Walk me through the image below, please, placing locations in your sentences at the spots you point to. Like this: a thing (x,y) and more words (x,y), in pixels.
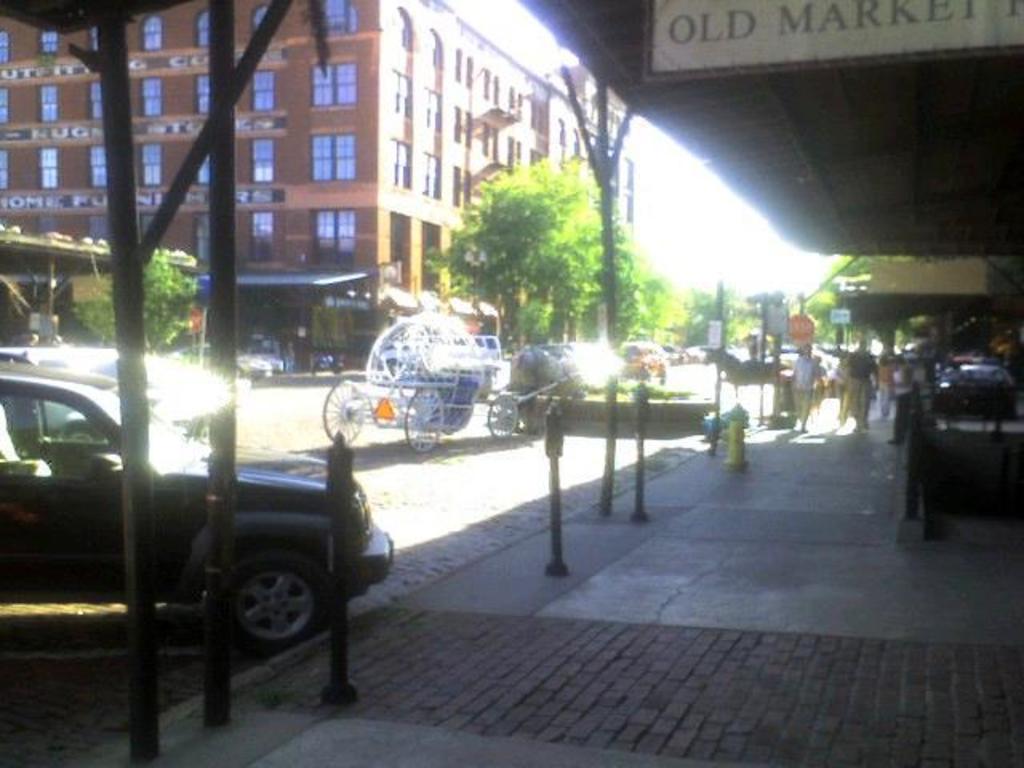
In this picture we can see the group of persons (803,374) walking on the street (793,450). Beside them we can see the poles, sign boards (776,315) and plants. On the left (19,451) there are two cars (71,408) which are park near to the chariot (407,442). In the background (680,362) we can see many vehicles (657,350), trees (583,281) and building (399,259). At the top (690,195) there is a sky (690,195).
